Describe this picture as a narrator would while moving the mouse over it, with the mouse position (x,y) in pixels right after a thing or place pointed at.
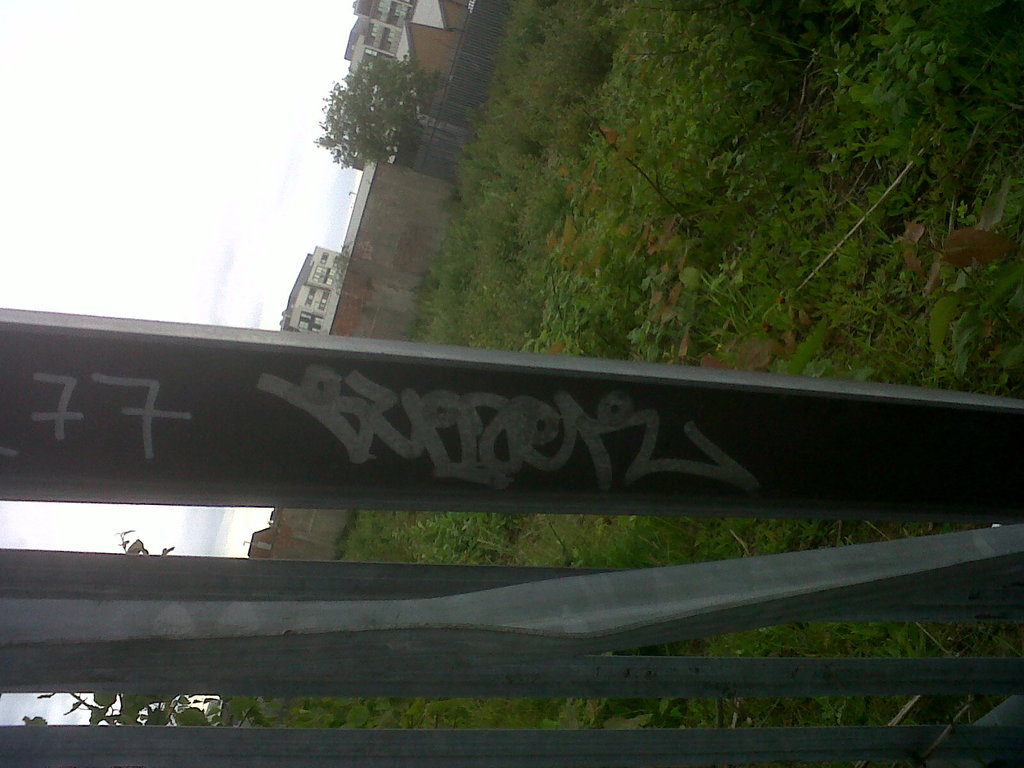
In this picture I can see few plants (506,286) and trees (391,149) and I can see buildings (325,258) and few metal rods (62,454) and I can see a cloudy sky (97,125).
